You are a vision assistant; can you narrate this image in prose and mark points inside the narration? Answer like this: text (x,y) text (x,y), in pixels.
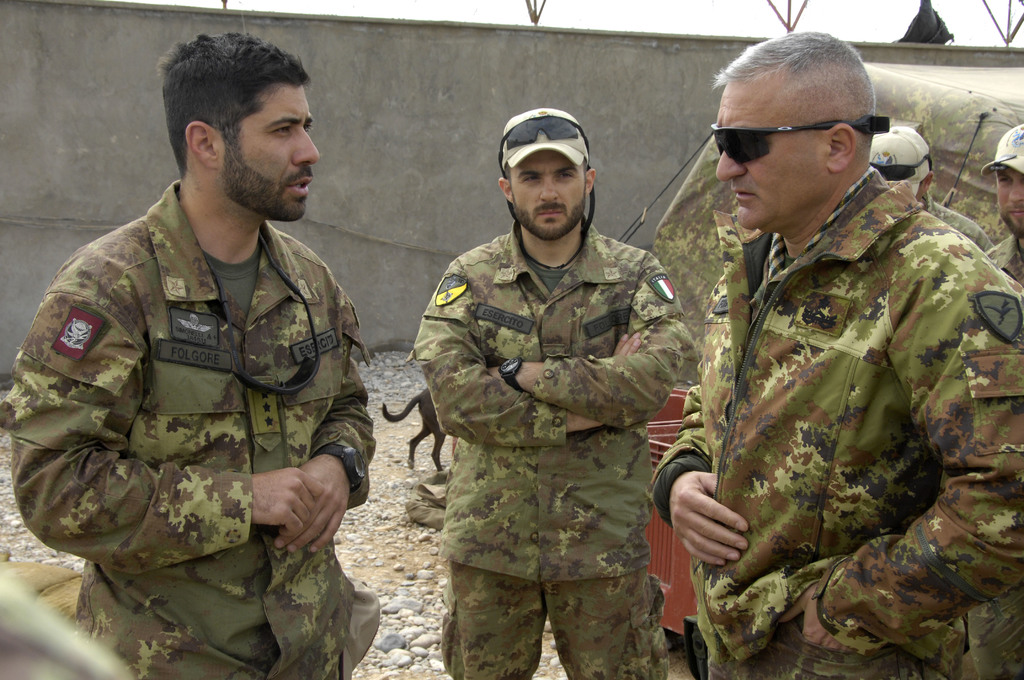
In this picture, we see five men (519,430) in the uniform (632,360) are standing. The man (283,360) on the left side (116,355) is talking to the man (896,339) on the right side (901,367). Behind them, we see a dog (400,418) in black color. At the bottom of the picture (417,567), we see the stones (400,432). In the background (388,157), we see a wall (416,143) and poles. On the right side (988,132), we see a tent (988,112).
